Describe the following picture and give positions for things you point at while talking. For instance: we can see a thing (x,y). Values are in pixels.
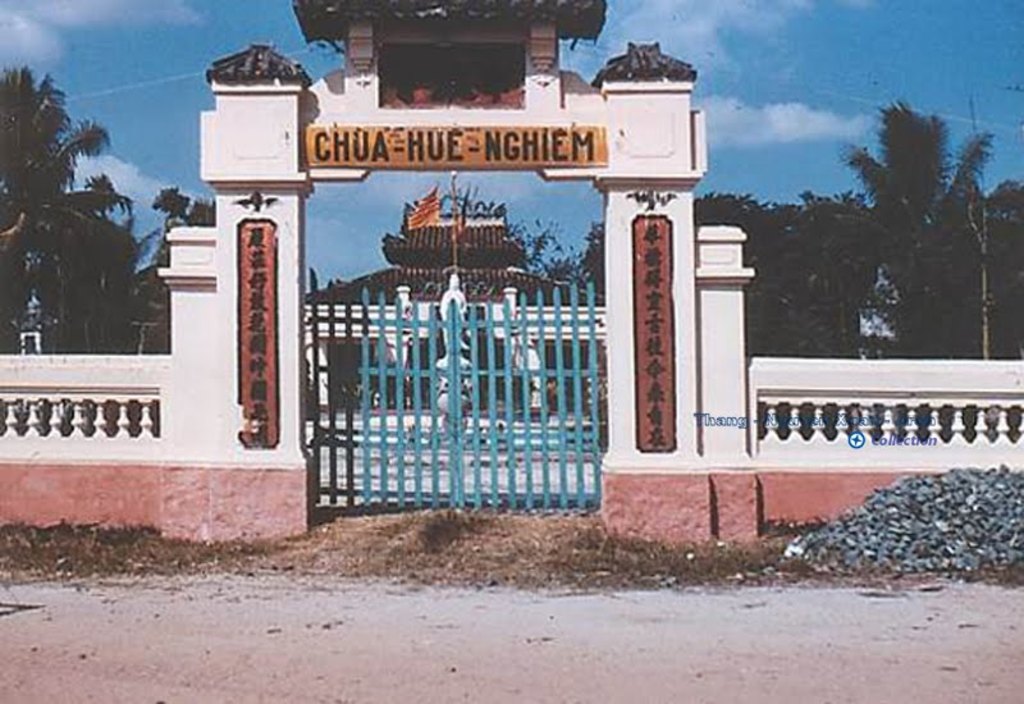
In the picture I can see gates (401,415), fence (794,447) and I can also see something written over here. In the background (428,299) I can see a building (408,243), trees (581,260) and the sky (777,144).
